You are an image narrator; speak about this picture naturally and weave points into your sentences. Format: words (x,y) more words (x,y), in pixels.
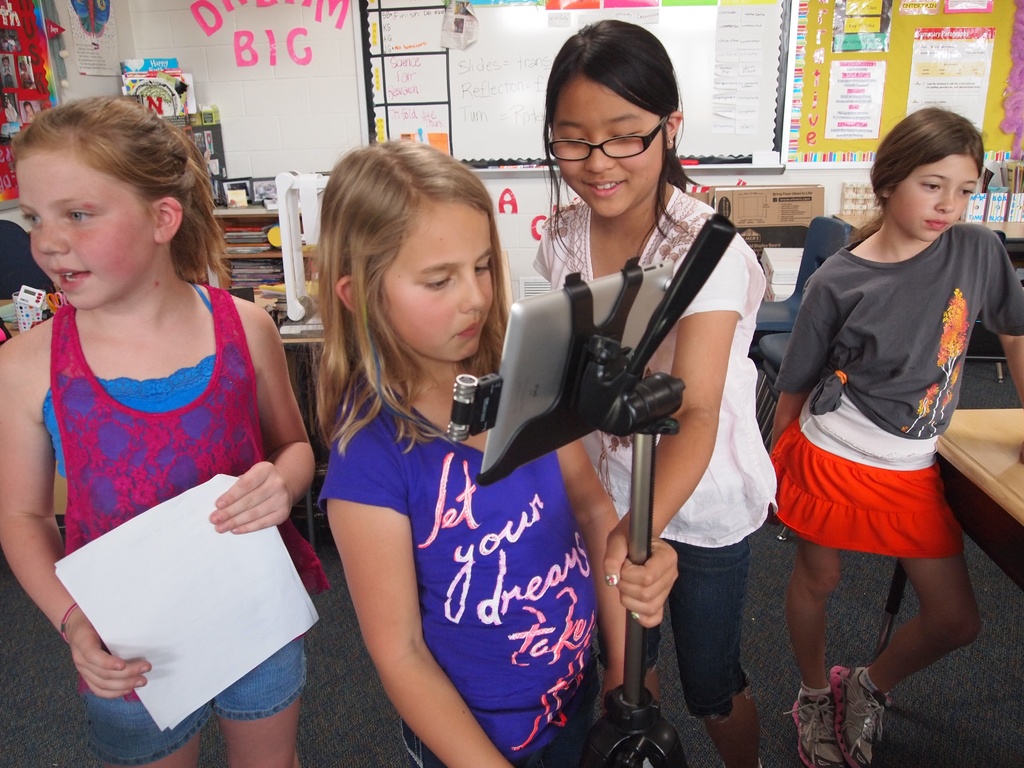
This is an inside view. Here I can see four girls (869,348) standing on the floor (690,719). The two girls (495,324) who are in the middle (500,298) they are holding a metal stand (632,719). The girl (145,487) who is on the left side (227,689), she is holding some papers (174,584) in the hands (249,526). On the right side (984,449) there is a table (976,442). In the background (248,267) there are many objects (296,217) placed on the tables (293,361). At the top of the image (387,48) there are many posters (832,63) and a board (501,39) attached to the wall (295,94).
